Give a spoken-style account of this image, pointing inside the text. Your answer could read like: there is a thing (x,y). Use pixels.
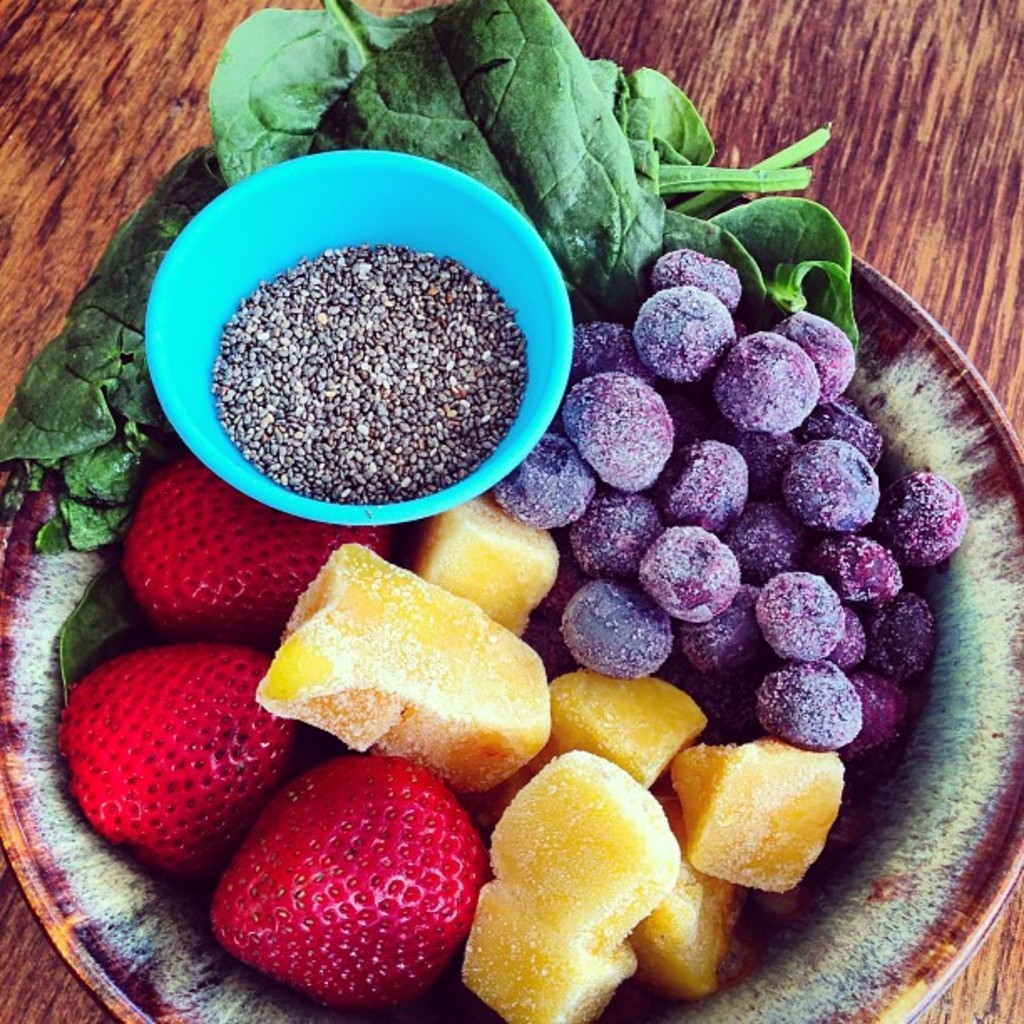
In the picture we can see a wooden plank (808,129) on it, we can see a plate (881,955) with some fruit slices (540,954) and strawberries (318,978) and a blue color bowl (155,354) with some grains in it and beside it we can see leafy vegetables (824,229).
